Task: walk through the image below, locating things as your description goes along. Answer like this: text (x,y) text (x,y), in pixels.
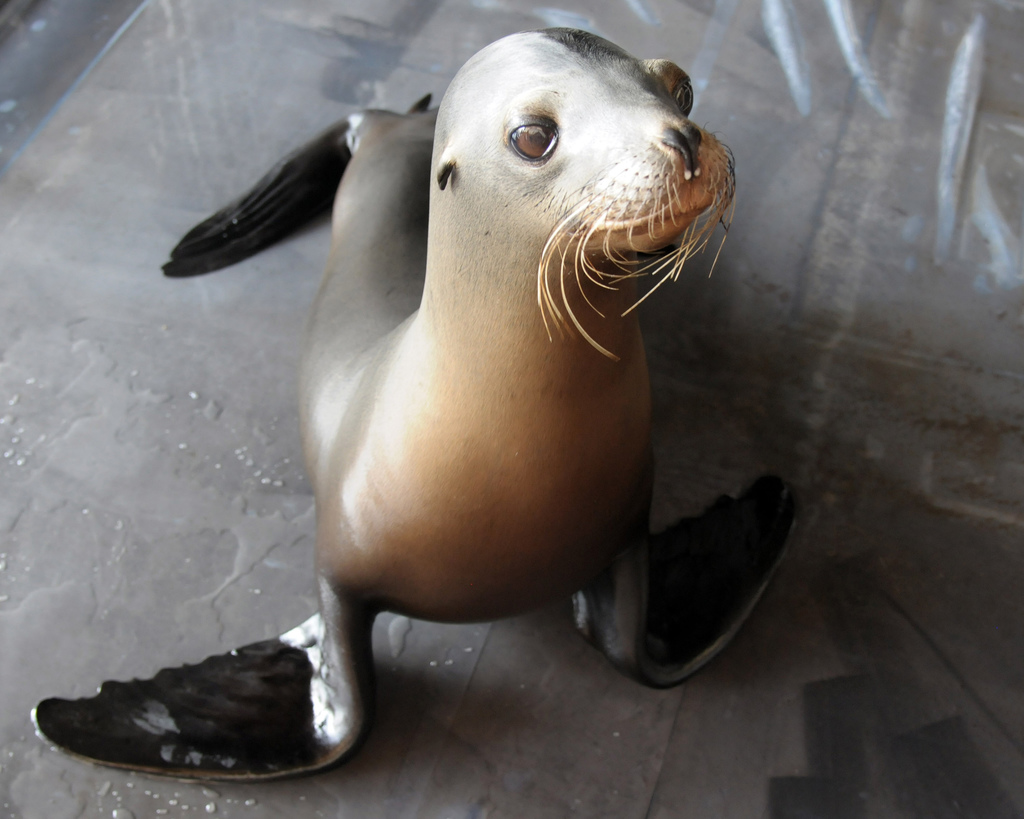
In this image we can see a navy marine mammal program sea lion (354,433) on the floor (117,576), which is brown and black color combination.
